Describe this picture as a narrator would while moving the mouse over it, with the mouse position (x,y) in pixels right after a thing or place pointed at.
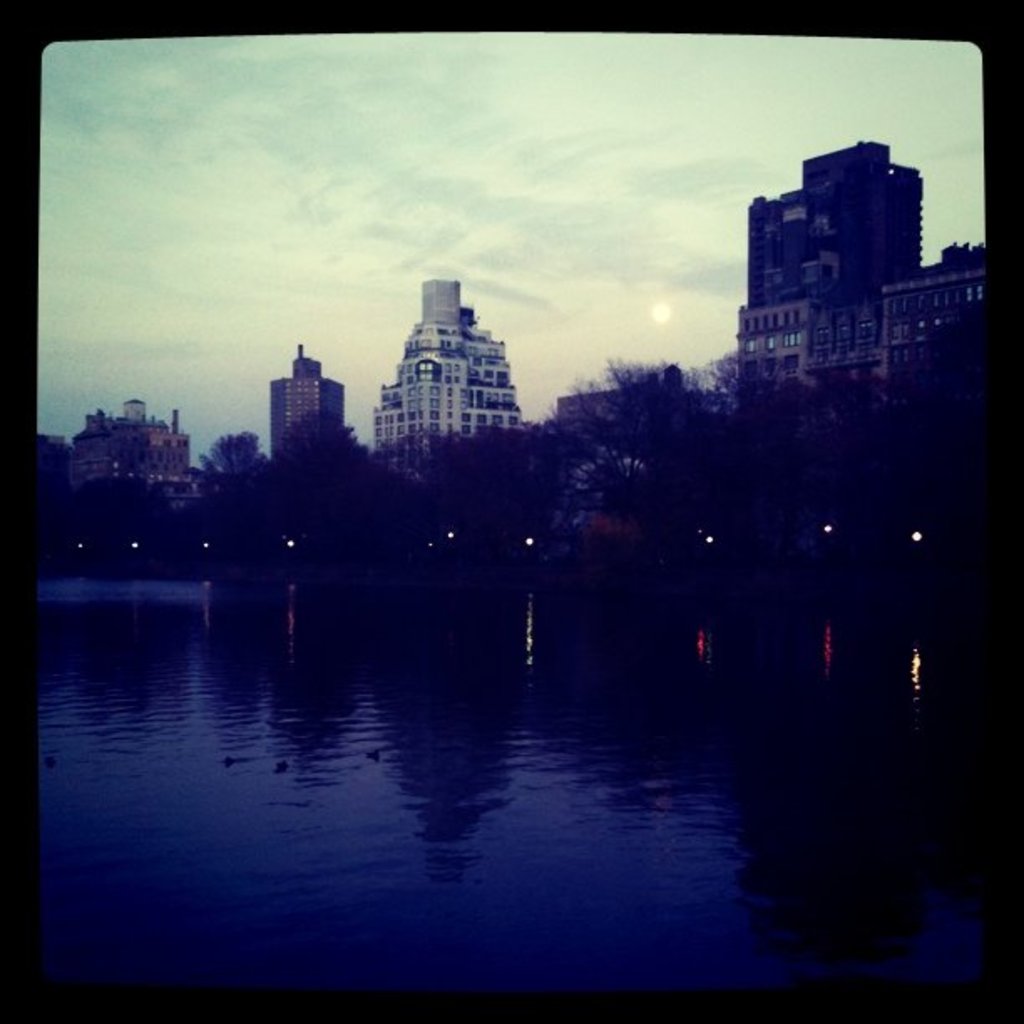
In front of the image there are some objects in the water (451,898). In the background of the image (123,520) there are lights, trees (472,451), buildings (867,214). At the top of the image (446,133) there is sky (412,95).
